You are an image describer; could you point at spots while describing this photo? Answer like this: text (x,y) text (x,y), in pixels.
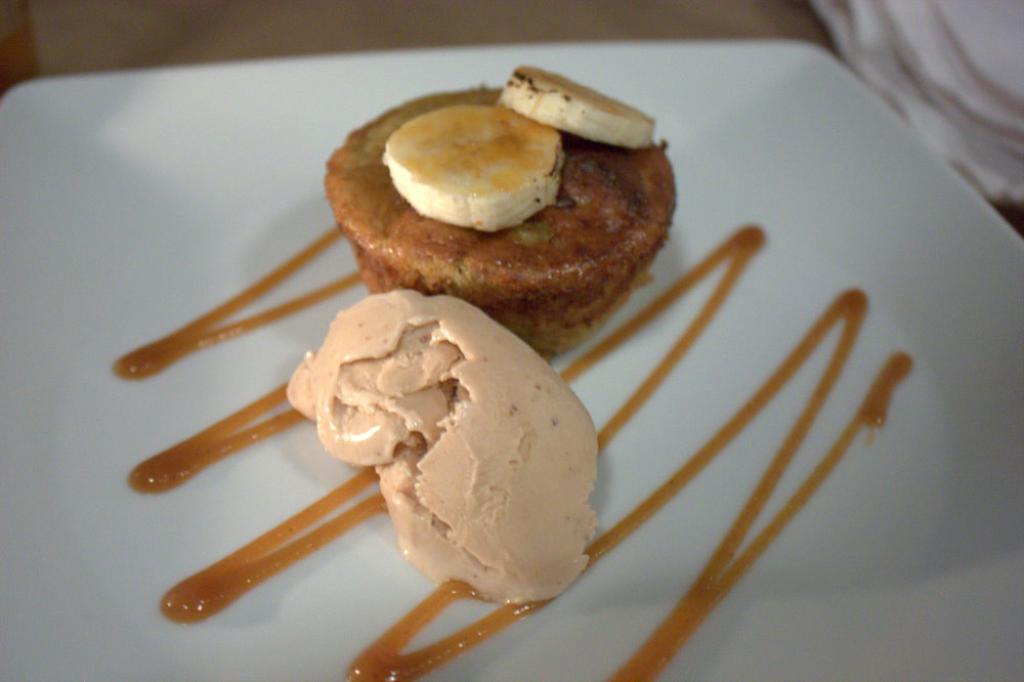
In this image in the center (646,354) there is one plate (306,333) and in the plate (404,320) there is some food (499,275), and in the background (458,39) there are some objects (969,76).
